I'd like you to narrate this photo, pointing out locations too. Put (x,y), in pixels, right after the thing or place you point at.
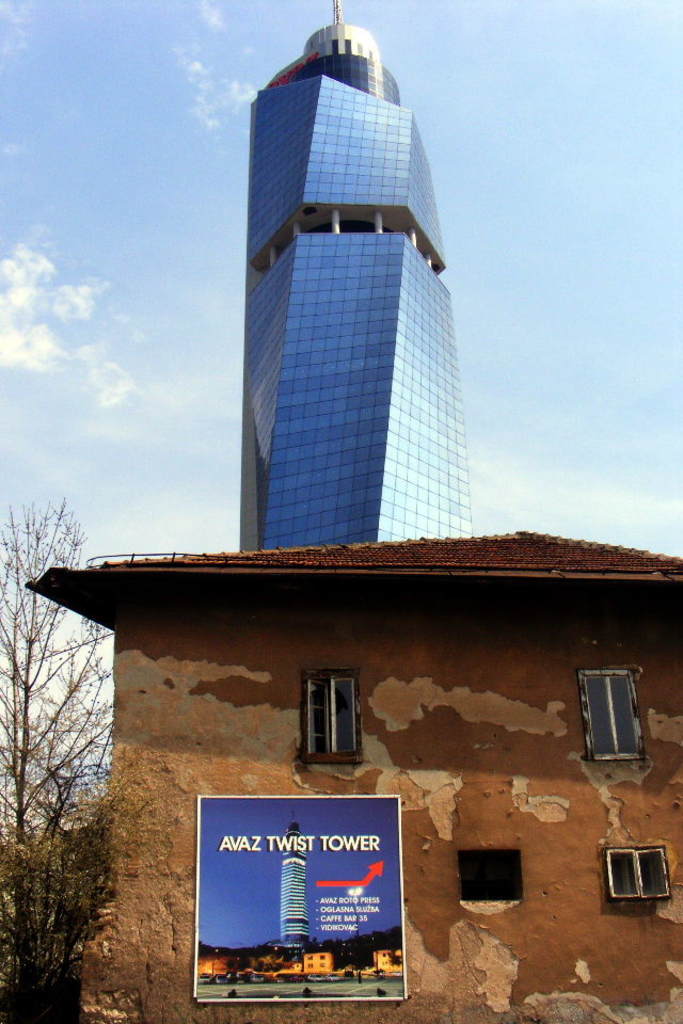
In this image in the foreground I can see the small house (679,581) and at the back (362,382) there is a big building (320,308) and in the background (157,265) I can see the sky (176,163).
